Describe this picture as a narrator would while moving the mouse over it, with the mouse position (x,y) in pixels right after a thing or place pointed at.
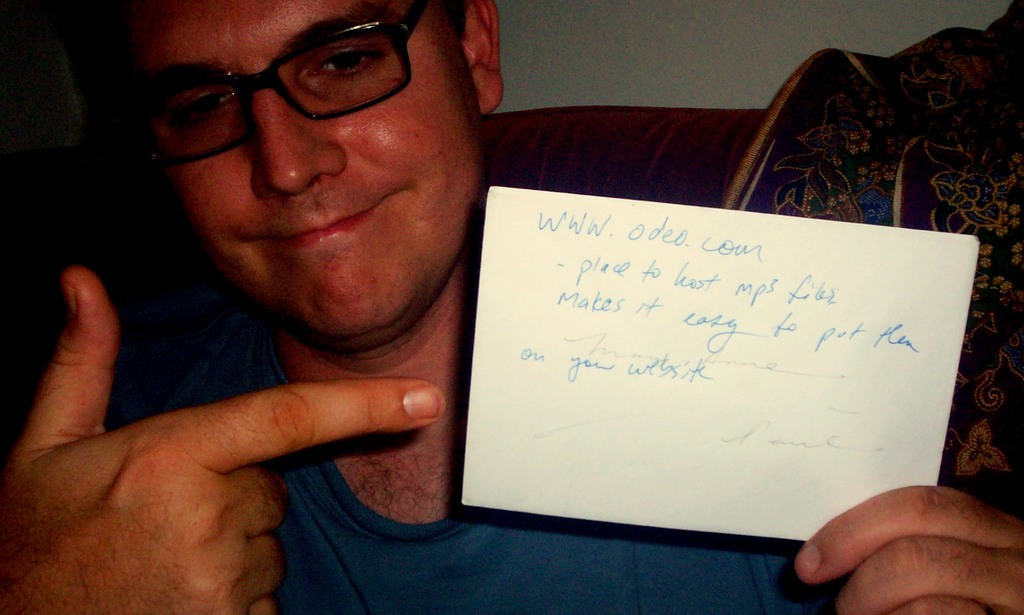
In this image, we can see a person (315,359) wearing clothes (349,527) and holding a card (693,457) with his hand (906,550). There is a cloth (993,318) on the right side of the image (984,469).
